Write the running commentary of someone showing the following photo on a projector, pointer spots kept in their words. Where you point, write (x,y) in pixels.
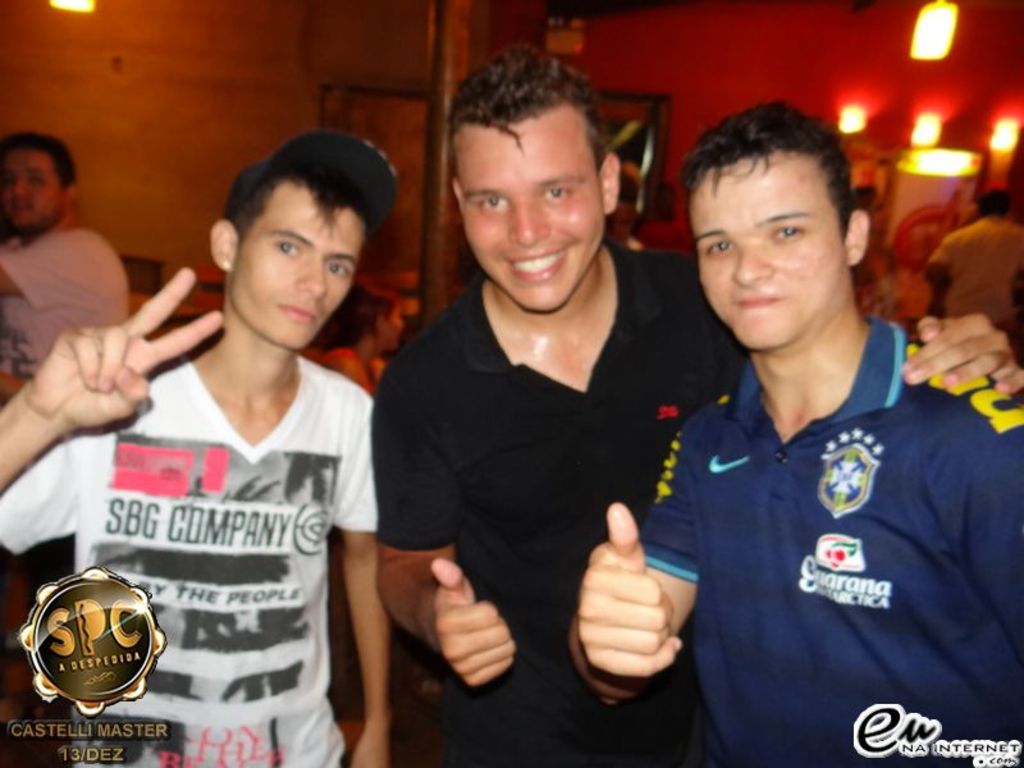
There are three persons (479,443) standing and smiling. Person (287,420) on the left (209,376) is wearing a cap (349,163). In the background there are lights (862,115). Also there are watermarks (98,660) in the bottom corners.
